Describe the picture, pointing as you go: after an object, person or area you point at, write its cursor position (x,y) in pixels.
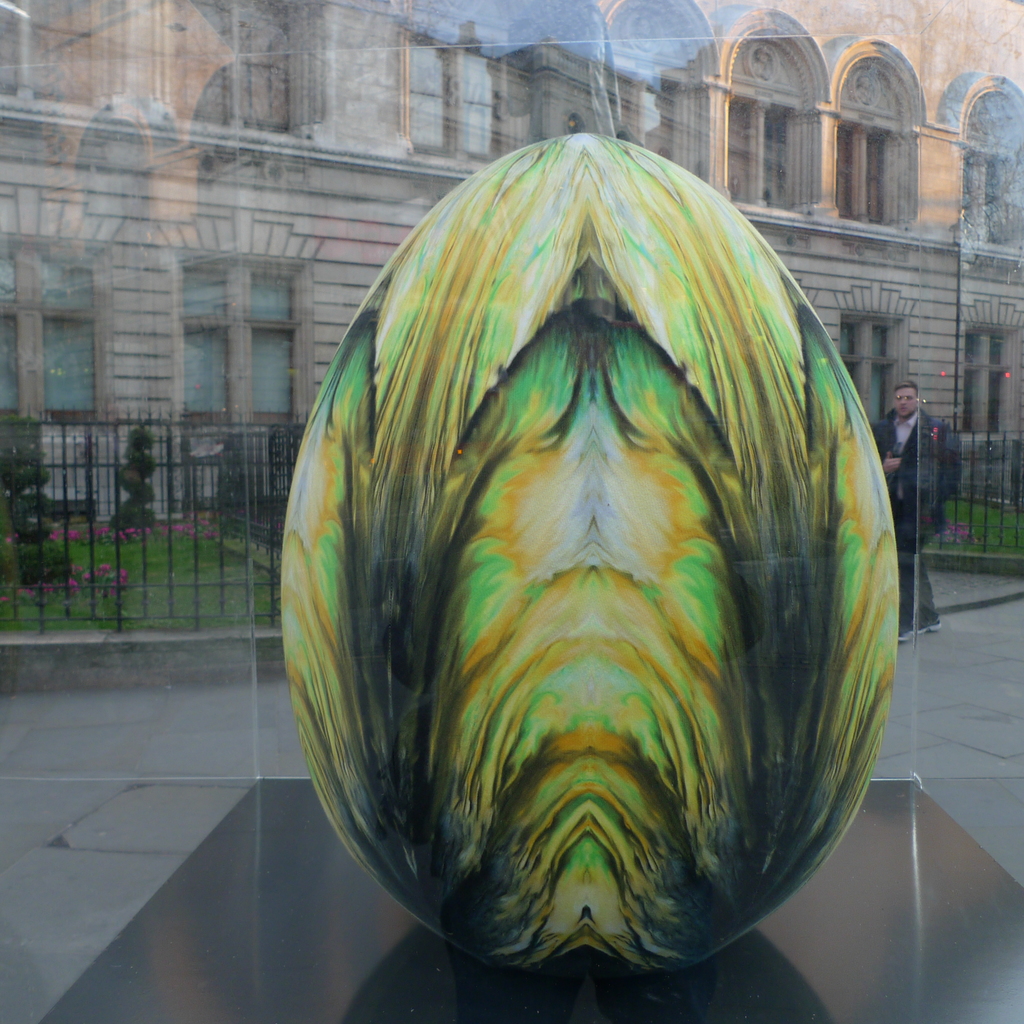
In this image, we can see an oval shape object (600,583) is placed on the black surface (297,948) and cover with glass (74,716). Through the glass (266,421) we can see the other side view. Here there is a building (440,119) with walls (282,232), pillars (405,97) and glass windows (999,156). Here we can see grill (12,587), few plants (3,551), grass (209,559), flowers (30,593). On the right side of the image (911,464), we can see a person (911,492) is walking on the walkway (978,715).
